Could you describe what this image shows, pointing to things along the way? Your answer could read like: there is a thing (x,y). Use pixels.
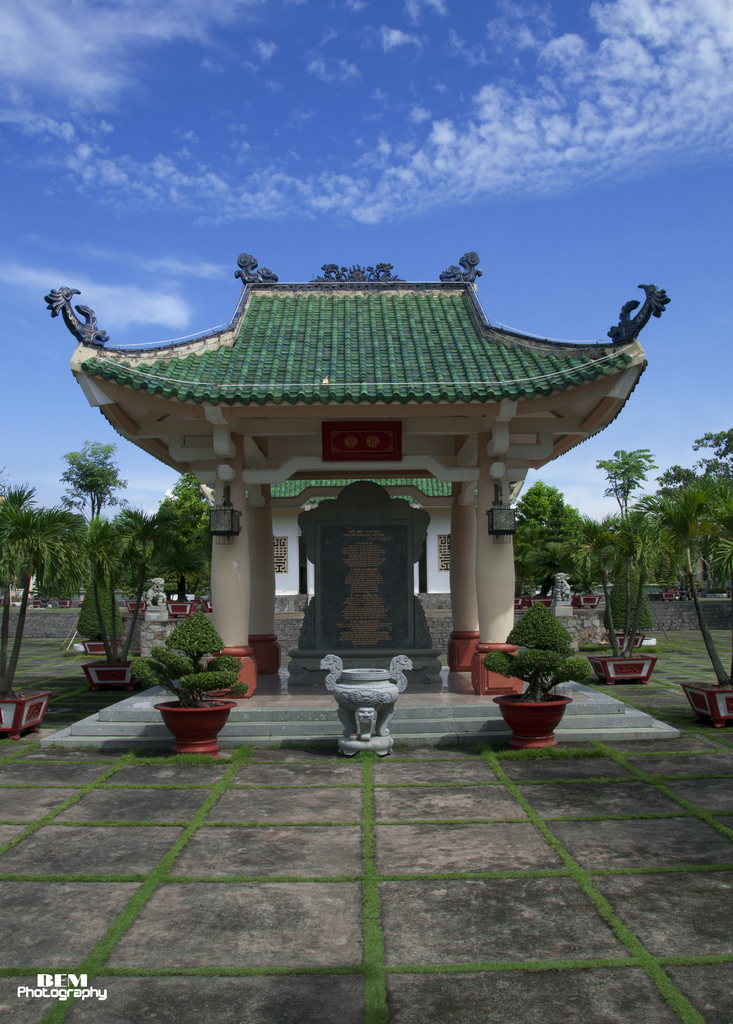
In this image I can see the black color monument (334,632) and it is under the shed (299,413). To the side of the shed (252,598) there are flower pots (209,744) and many trees (22,607). In the background (539,327) I can see the clouds (326,201) and the blue sky (366,169).
